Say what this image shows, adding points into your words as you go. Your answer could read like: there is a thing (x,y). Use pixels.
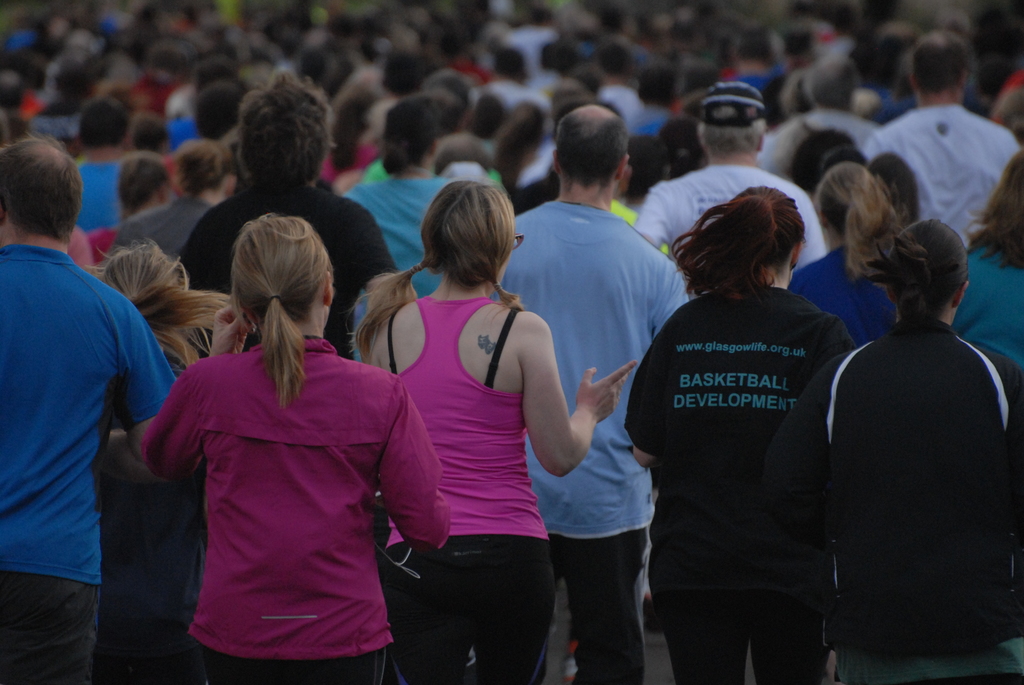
Here men (363,251) and women (452,211) are walking wearing clothes (409,468).
